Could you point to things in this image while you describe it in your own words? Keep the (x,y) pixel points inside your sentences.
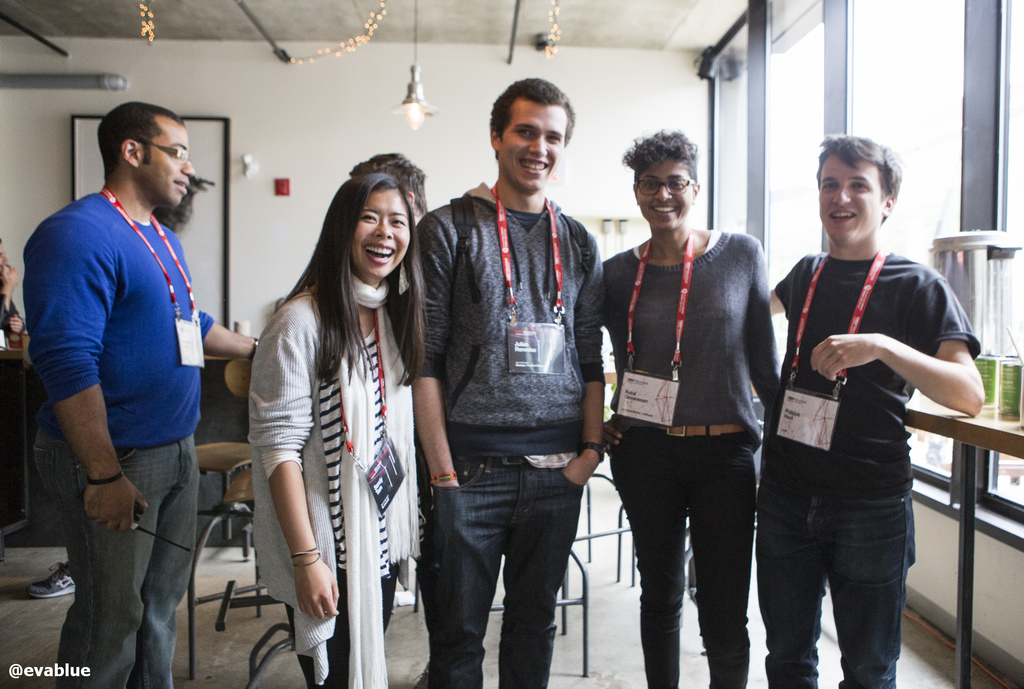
In this image we can see a group of people (323,403) wearing ID cards (512,361) with a smile on their face (359,263), behind them there are chairs (228,453) and tables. On top of the ceiling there are lamps (412,86).
